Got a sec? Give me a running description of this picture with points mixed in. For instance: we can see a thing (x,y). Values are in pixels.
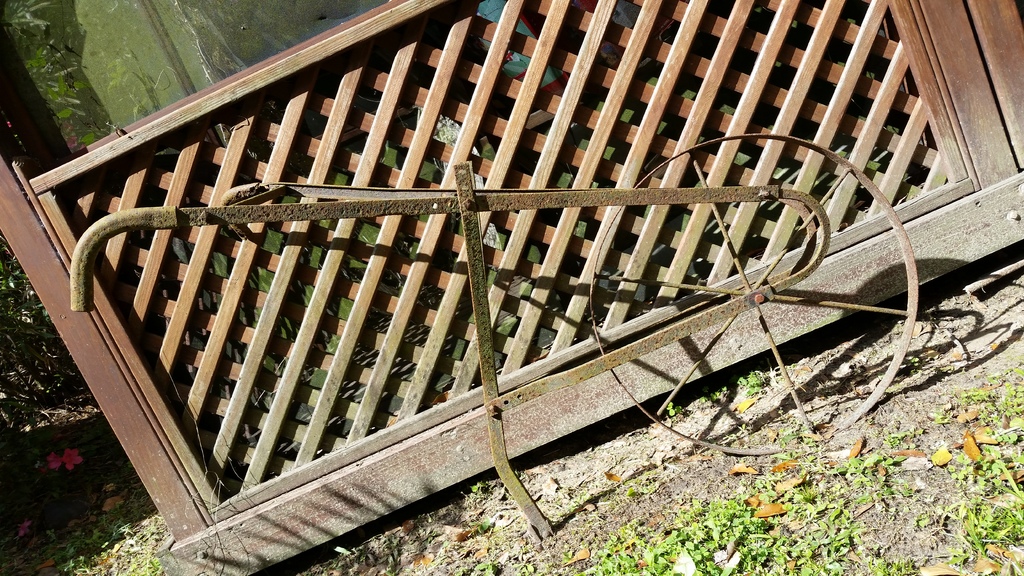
In this picture we can see an iron object (540,191) and a wooden object (315,296) on the path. Behind the wooden object (132,359) there is a glass (95,60) and plants (32,346). On the path (705,509) there are some dry leaves (773,471).
